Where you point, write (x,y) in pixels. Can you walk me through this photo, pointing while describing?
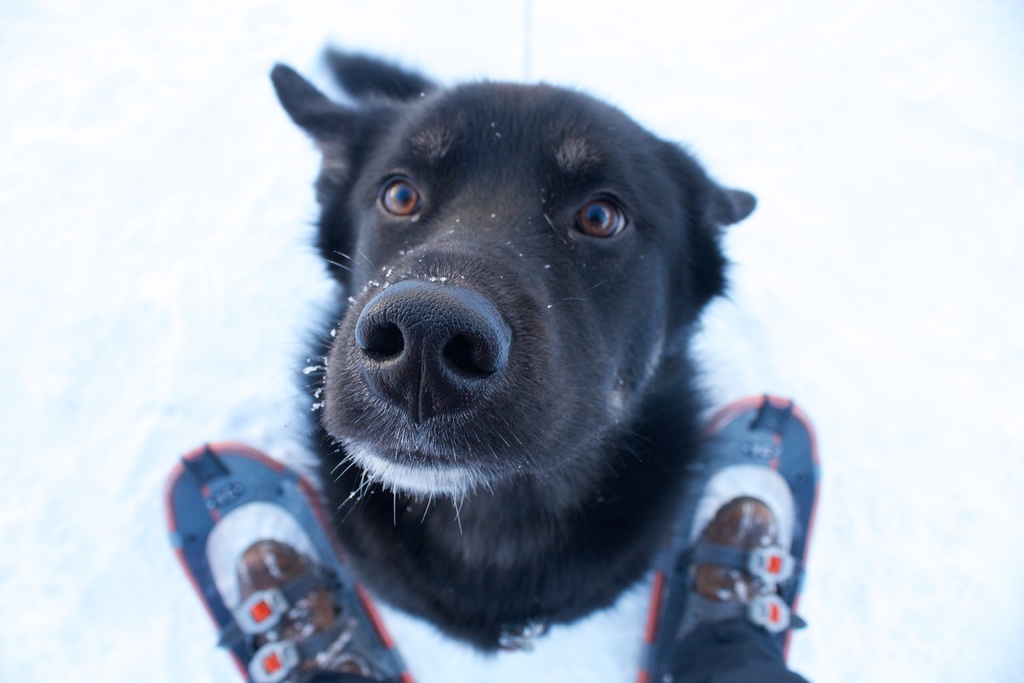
In this image there is a black color dog (612,402) and shoes (307,563) on the snow (135,414).
